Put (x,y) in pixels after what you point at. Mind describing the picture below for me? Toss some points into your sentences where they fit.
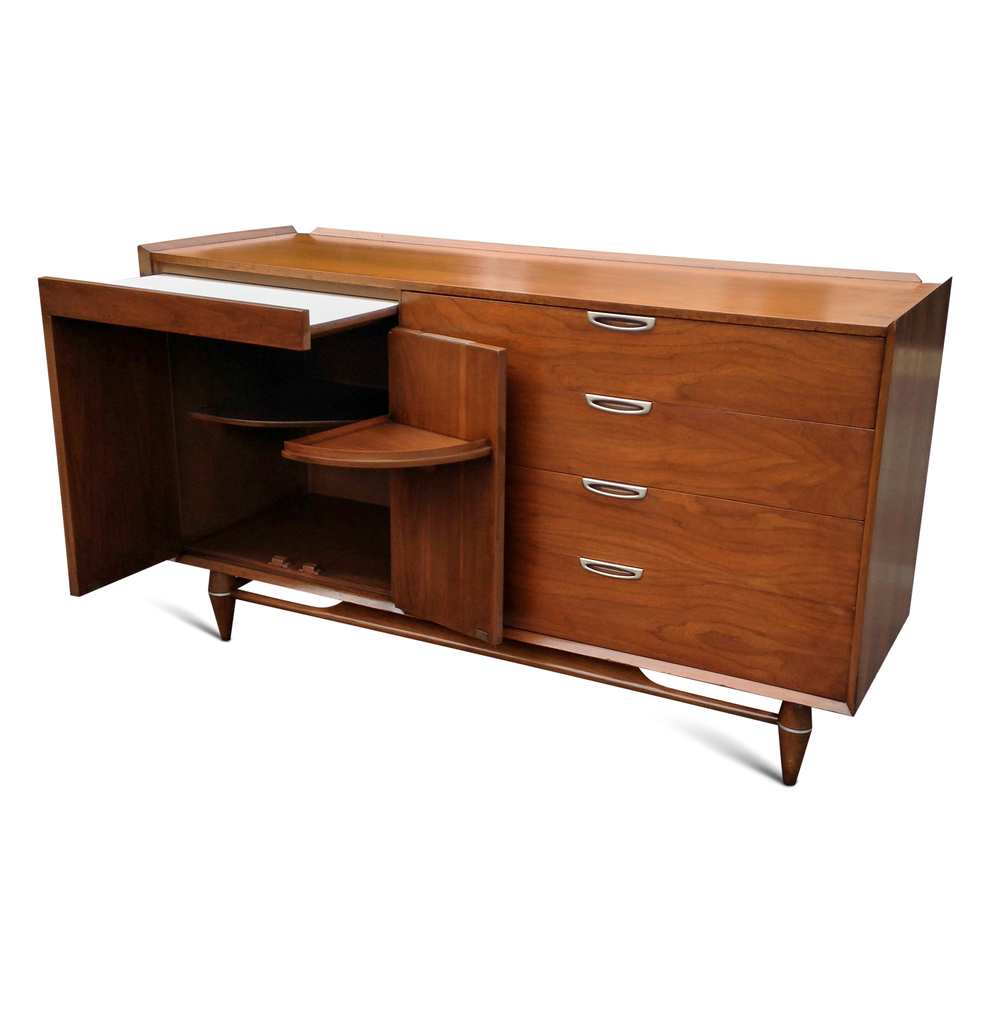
In this image I can see a wooden table (476,563). It is having few racks (646,635). The background (594,966) is white in color.
